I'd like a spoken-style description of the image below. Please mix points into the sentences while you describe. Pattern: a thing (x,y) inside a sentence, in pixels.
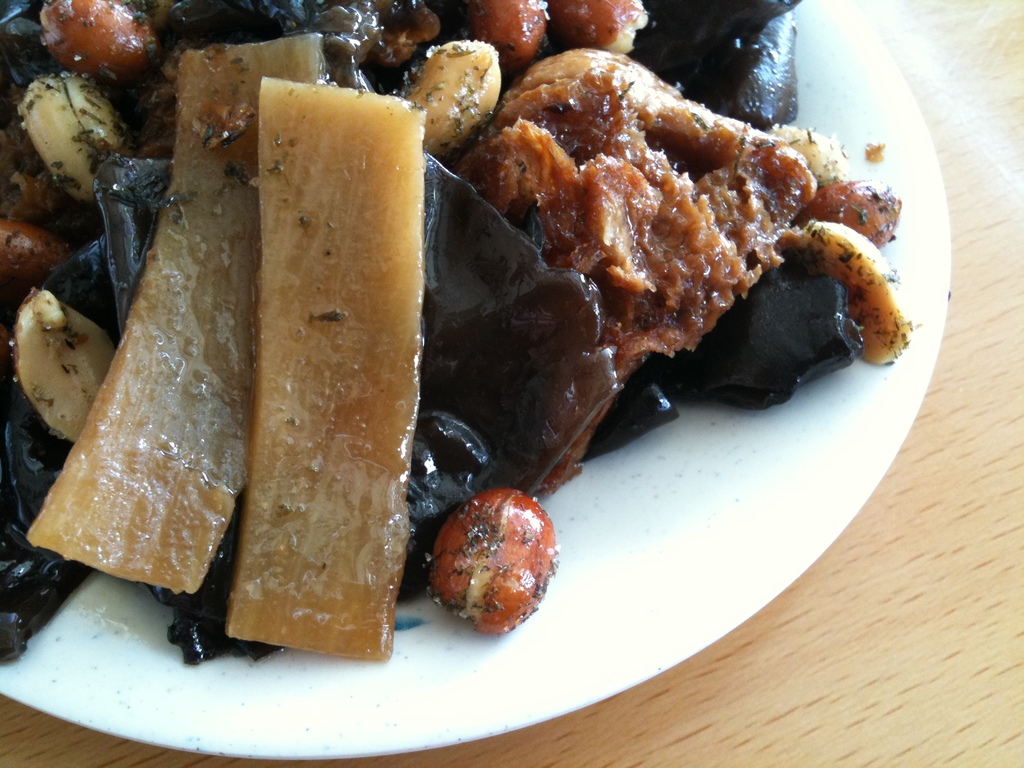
In the image on the wooden surface (970,594) there is a plate (833,411) with food items (843,300) like peanuts (878,293) and some other things (190,203) in it.
